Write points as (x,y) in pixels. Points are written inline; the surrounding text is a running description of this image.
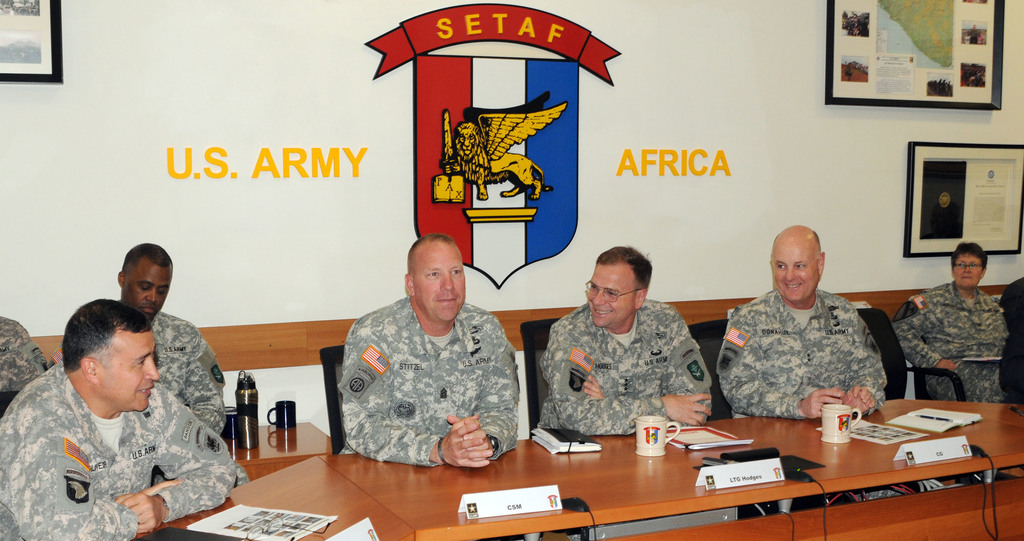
There are few persons (475,345) sitting on the chairs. This is table (686,474). On the table (835,479) there are books (576,441), papers (234,526), and cups (828,433). Here we can see a bottle (246,441), cup (284,412), and frames (1003,193). In the background (851,148) there is a wall (345,240).
